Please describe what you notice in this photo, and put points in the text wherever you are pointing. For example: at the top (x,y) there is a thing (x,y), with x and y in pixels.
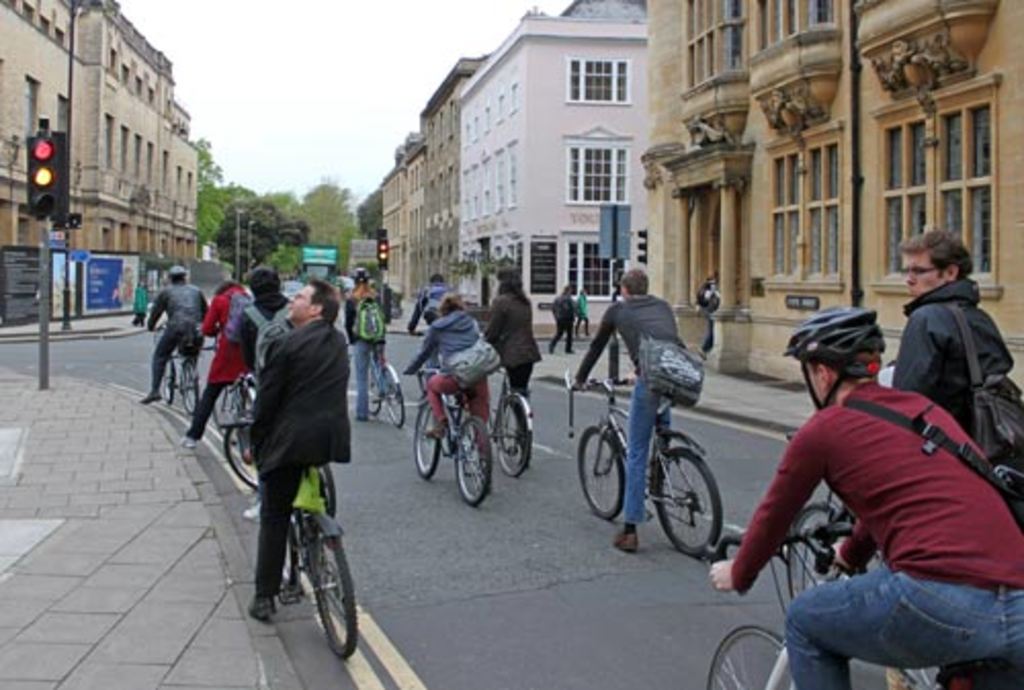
There are people (971,433) sitting and holding bicycle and few people (501,302) wore bags (492,367). We can see traffic signal (44,207) on pole (45,329). In the background (115,258) we can see buildings (532,117), traffic signals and boards (132,292) on poles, trees (349,262), people (143,286) and sky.
